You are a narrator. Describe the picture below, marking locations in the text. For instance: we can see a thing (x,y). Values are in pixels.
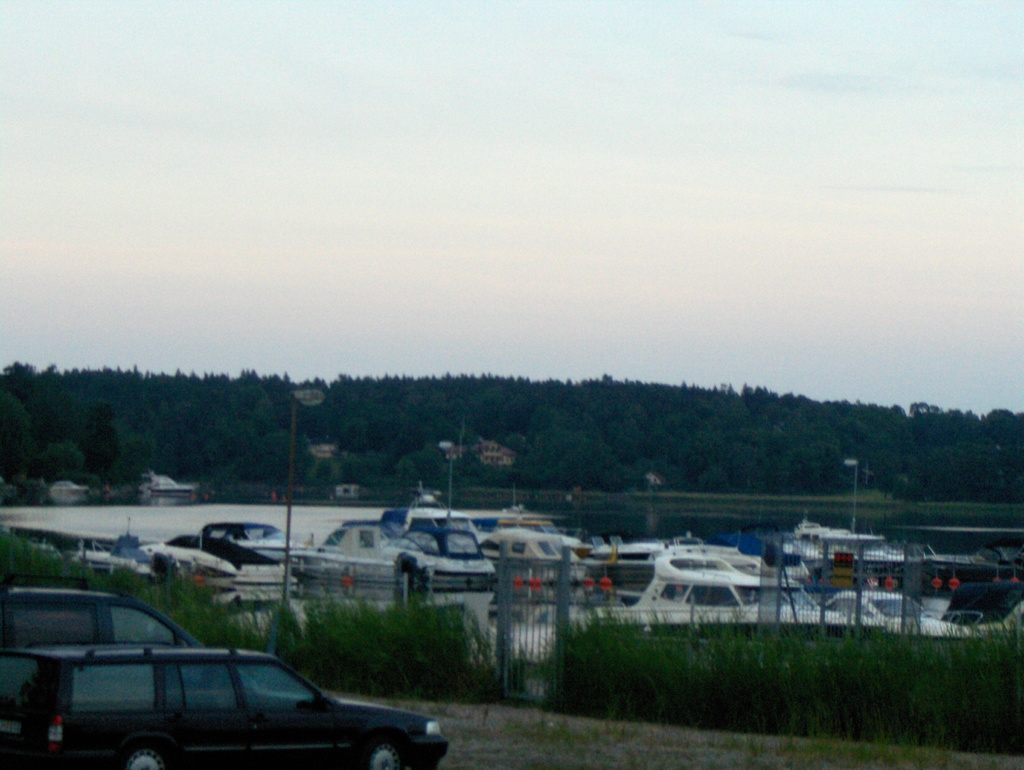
In this image we can see cars (59,759). There is a fencing (507,585), gate (565,600). In the background of the image (284,419) there are trees (423,411), light poles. At the top of the image (374,161) there is sky (412,176).
